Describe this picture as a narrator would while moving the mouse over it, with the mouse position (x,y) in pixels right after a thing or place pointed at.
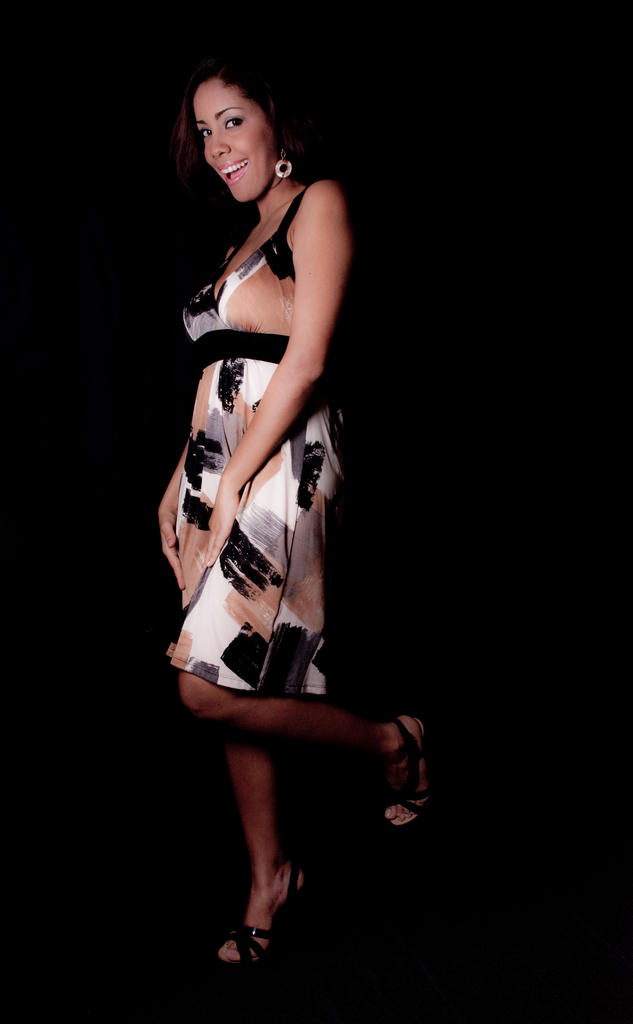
In the center of the image (346,479) there is a lady (273,136). The background of the image (504,348) is black in color.
